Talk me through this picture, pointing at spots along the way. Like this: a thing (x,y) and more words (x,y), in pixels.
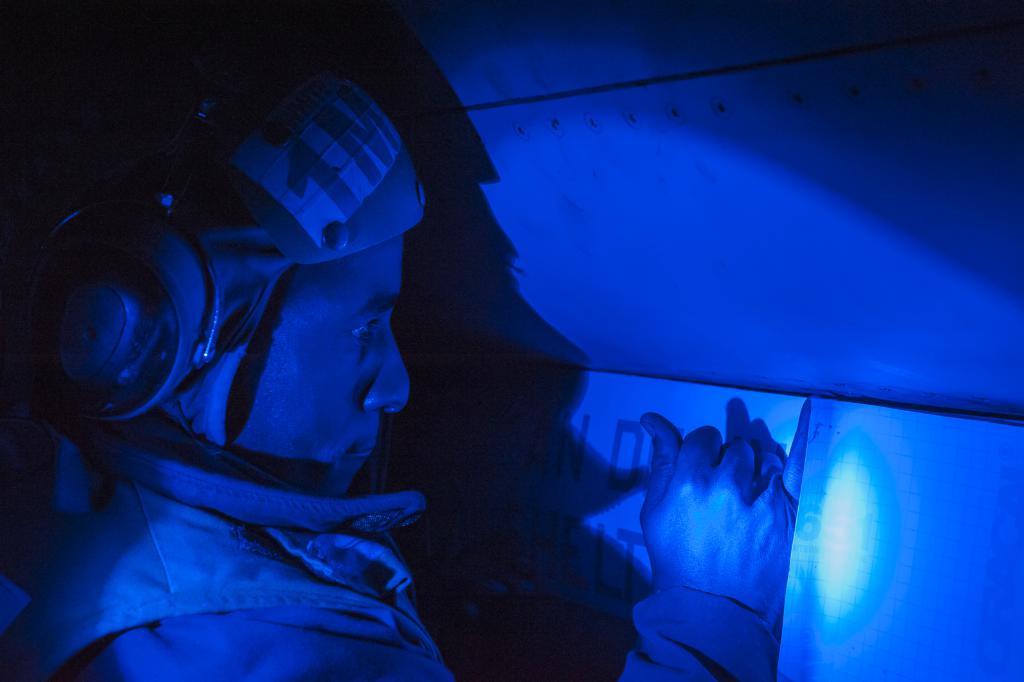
In this image we can see a man (289,429) is standing, he is wearing the headset (134,289).
